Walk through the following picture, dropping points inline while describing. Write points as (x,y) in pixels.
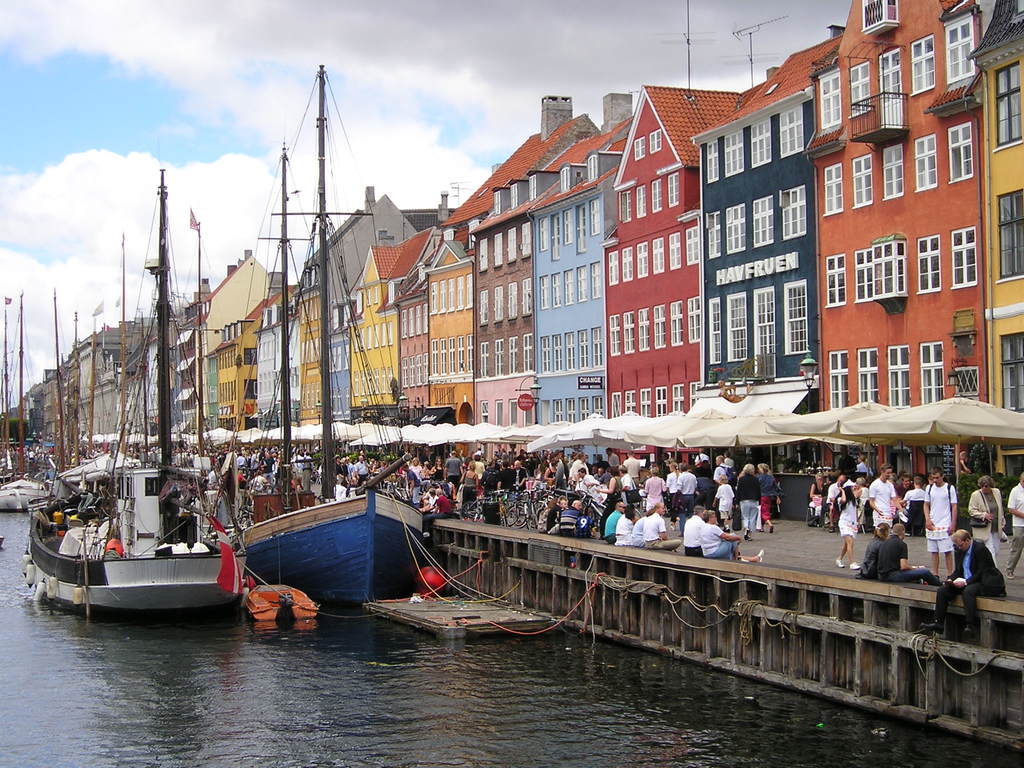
There are ships (132,571) over here on the left (166,489). On the right (923,216) there are many colorful buildings (537,331). This is a street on it many people (507,473) are walking few people (648,532) are sitting here. These are tent like structure (529,428) in front of the buildings (939,216). The sky (485,178) is full of clouds (123,163).
